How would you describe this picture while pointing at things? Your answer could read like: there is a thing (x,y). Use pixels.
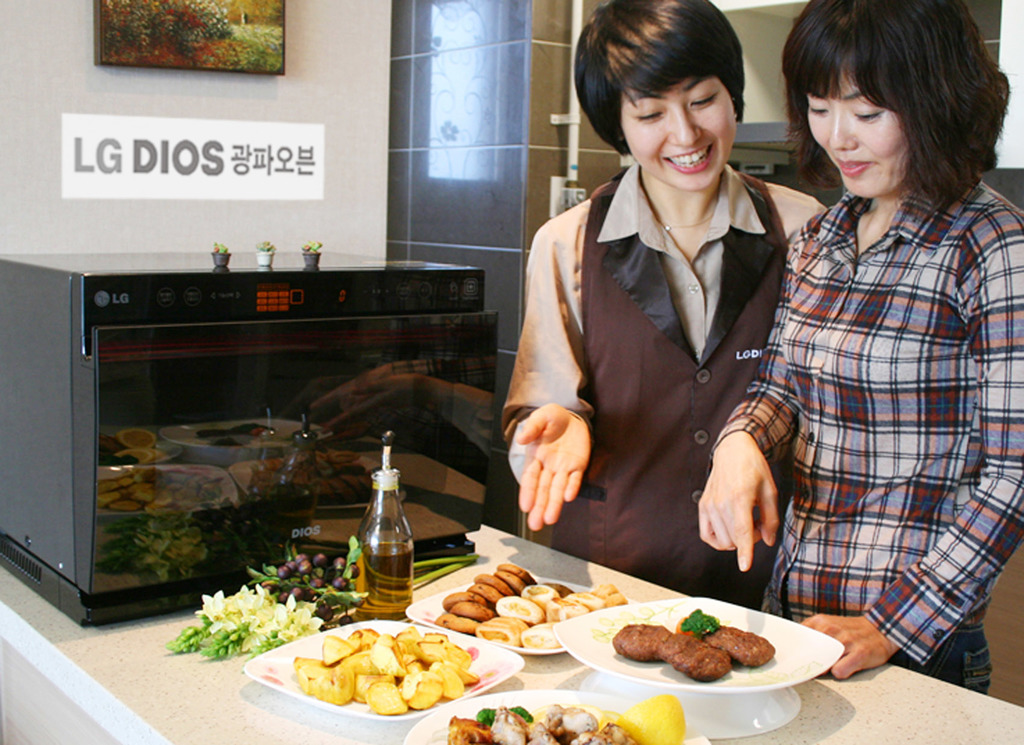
On the right side of the image (781,419) we can see two ladies (793,378) standing, before them there is a table (577,574) and we can see plates (433,609), oil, oven (283,500), flowers (314,609) and some food (462,663) placed on the table (208,654). In the background (441,182) there is a wall (306,93) and we can see wall frame (125,49) placed on the wall (108,70).
